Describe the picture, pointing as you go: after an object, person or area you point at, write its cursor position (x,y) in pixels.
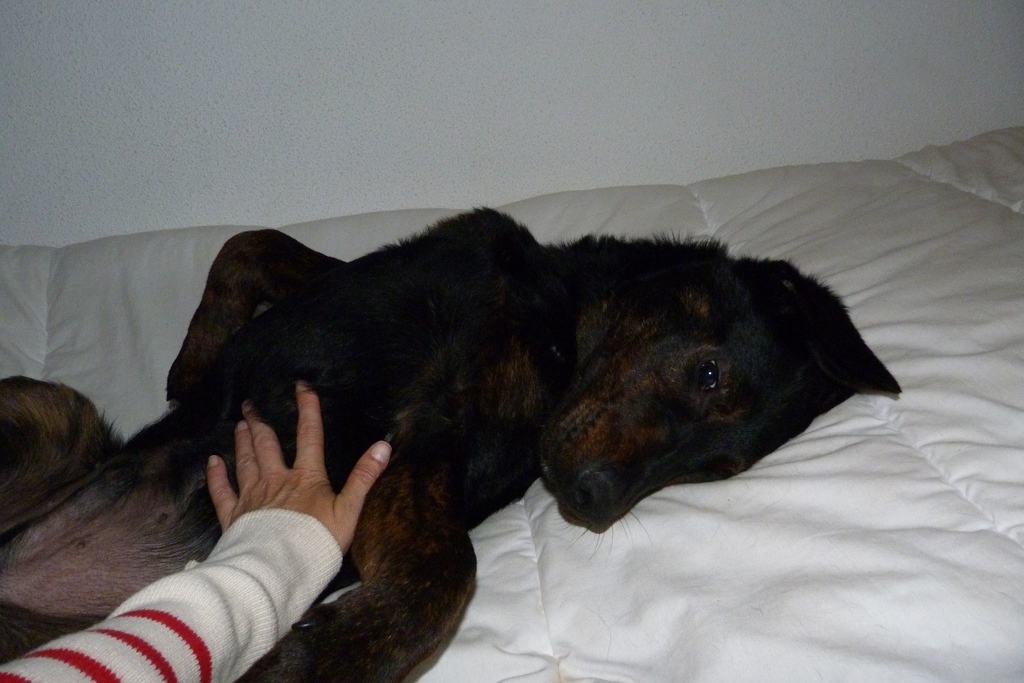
In this picture there is a dog (794,366) lying in the center of the image (438,339) and there is a hand (262,470) on it, in the image.
